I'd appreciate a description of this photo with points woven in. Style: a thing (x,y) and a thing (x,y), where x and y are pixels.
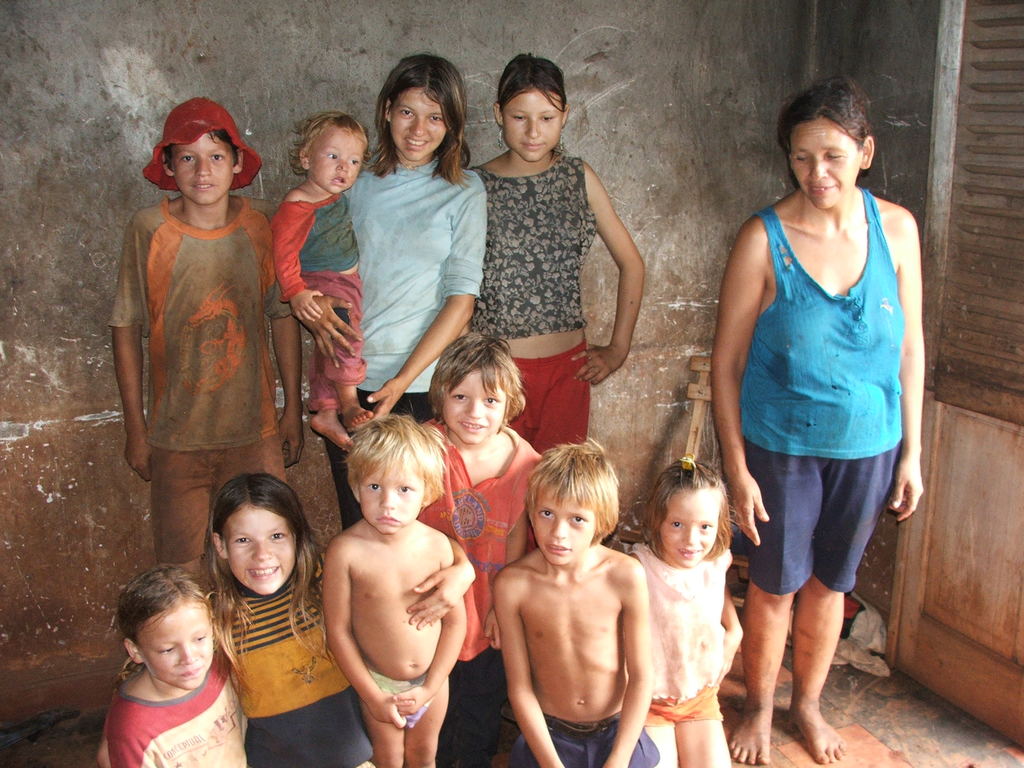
In this image I can see a group of people (582,507). On the left side of the image (339,247) I can see a woman (453,221) carrying a baby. In the background (188,53), I can see a wall (703,77).
